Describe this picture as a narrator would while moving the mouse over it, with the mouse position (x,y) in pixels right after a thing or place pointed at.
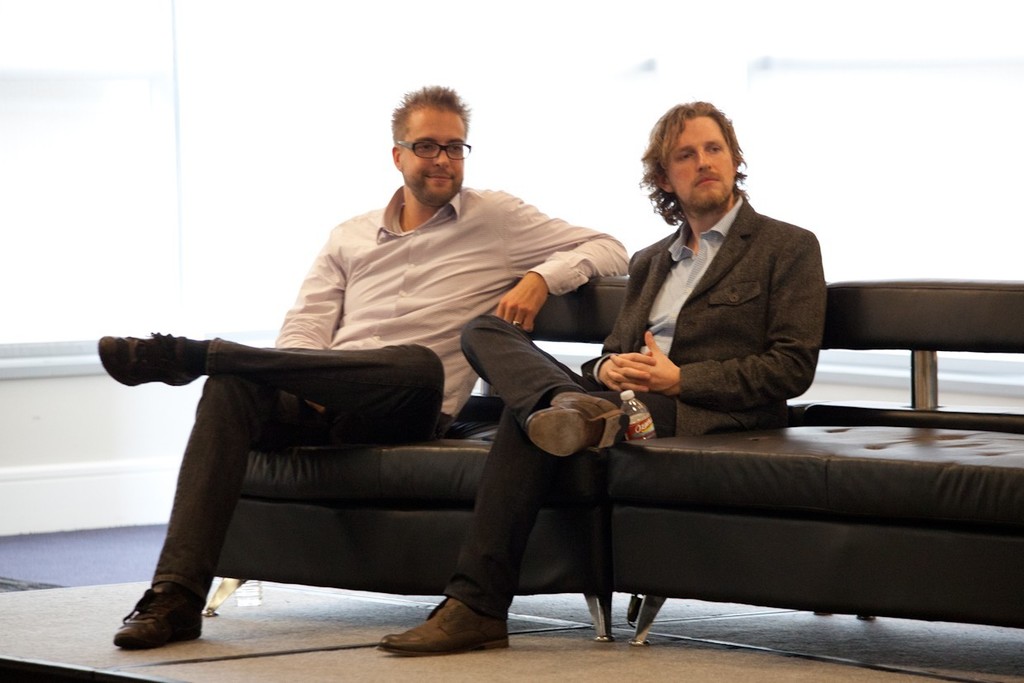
In this image I can see two people (406,173) are sitting on a sofa (742,466) where a man (414,163) is wearing a specs (434,151), I can also see a water bottle (645,433).
